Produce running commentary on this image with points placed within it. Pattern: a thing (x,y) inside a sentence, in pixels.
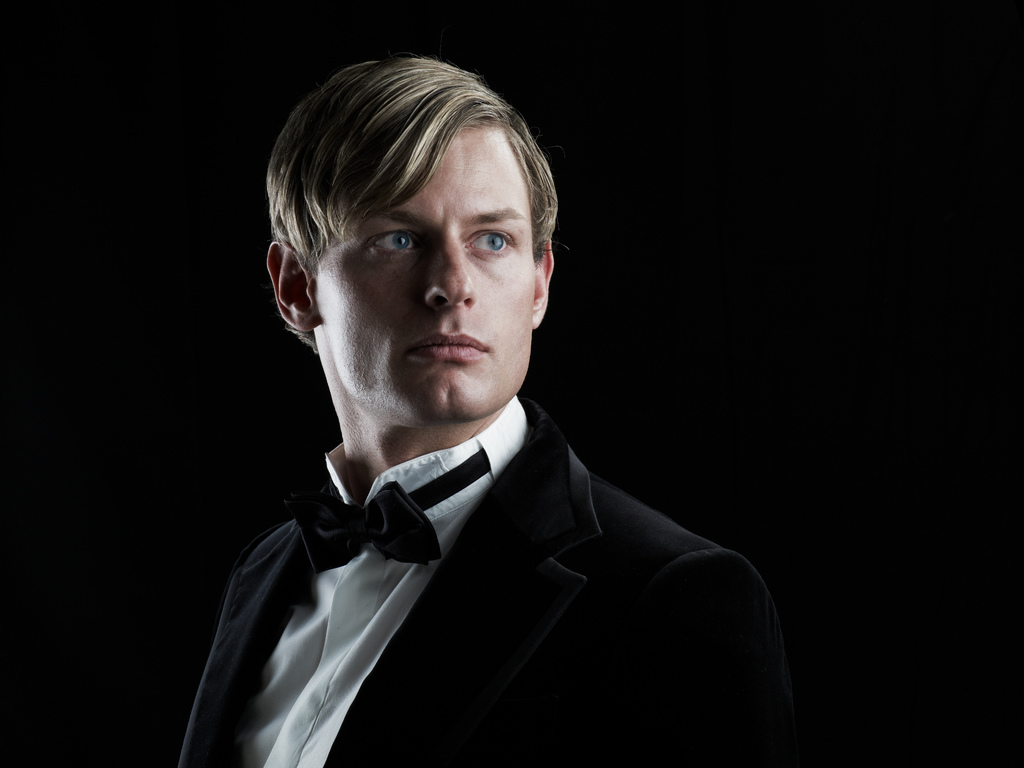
Here in this picture we can see a man (376,173) present over a place (163,743) and we can see he is wearing a black colored coat (286,598) and bow tie (424,556) on his neck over there.
